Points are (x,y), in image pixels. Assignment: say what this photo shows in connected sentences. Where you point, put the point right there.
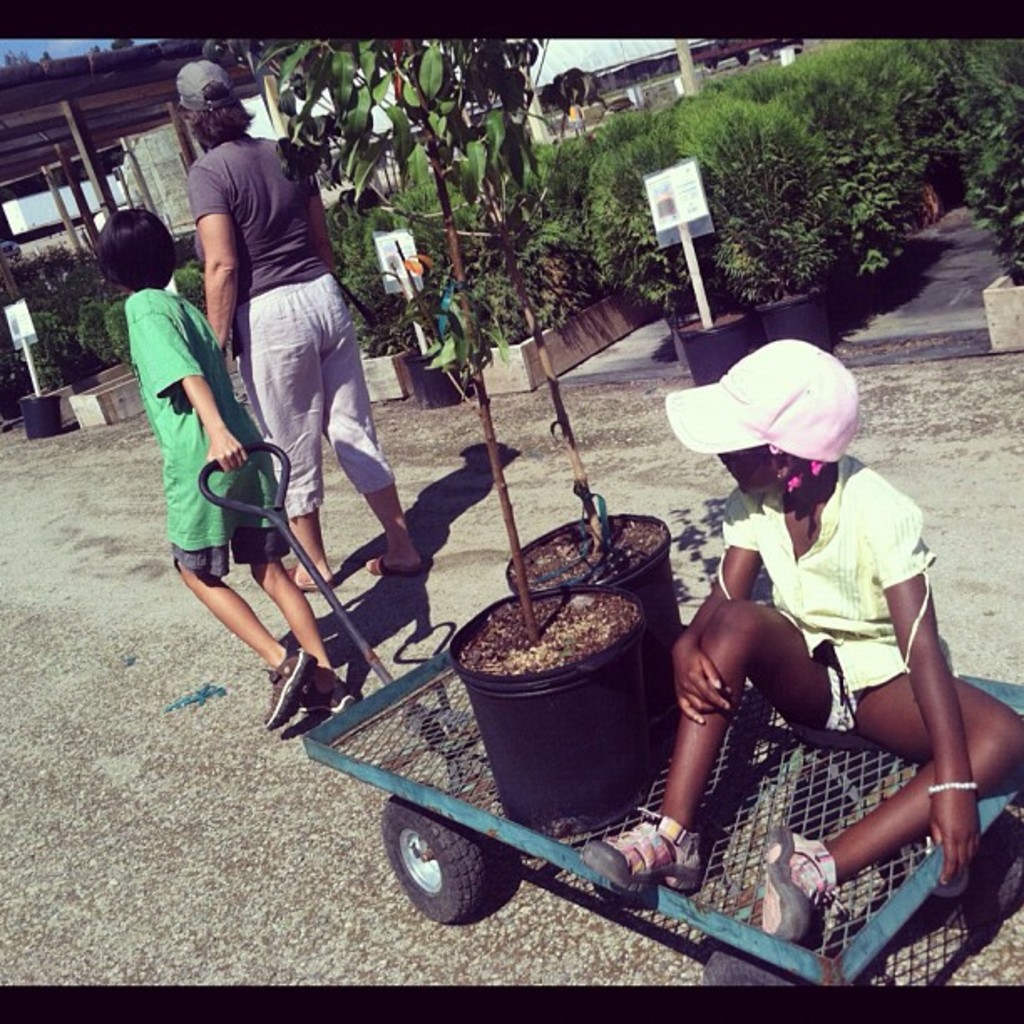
This image is taken outdoors. At the bottom of the image (282,814) there is a road (80,520). In the background (863,198) there are many plants (98,326) in the pots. There are a few boards (27,314) with a text (15,329) on them. There is a tree (412,91) with leaves (405,180), stems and branches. There is a shed (63,142). In the middle of the image (366,453) a man (273,412) and a kid (233,483) are walking on the road (387,624) and a kid (214,335) is holding a trolley (269,513) in the hand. There are two pots (640,697) and a girl (777,562) is sitting on the trolley (479,813).
